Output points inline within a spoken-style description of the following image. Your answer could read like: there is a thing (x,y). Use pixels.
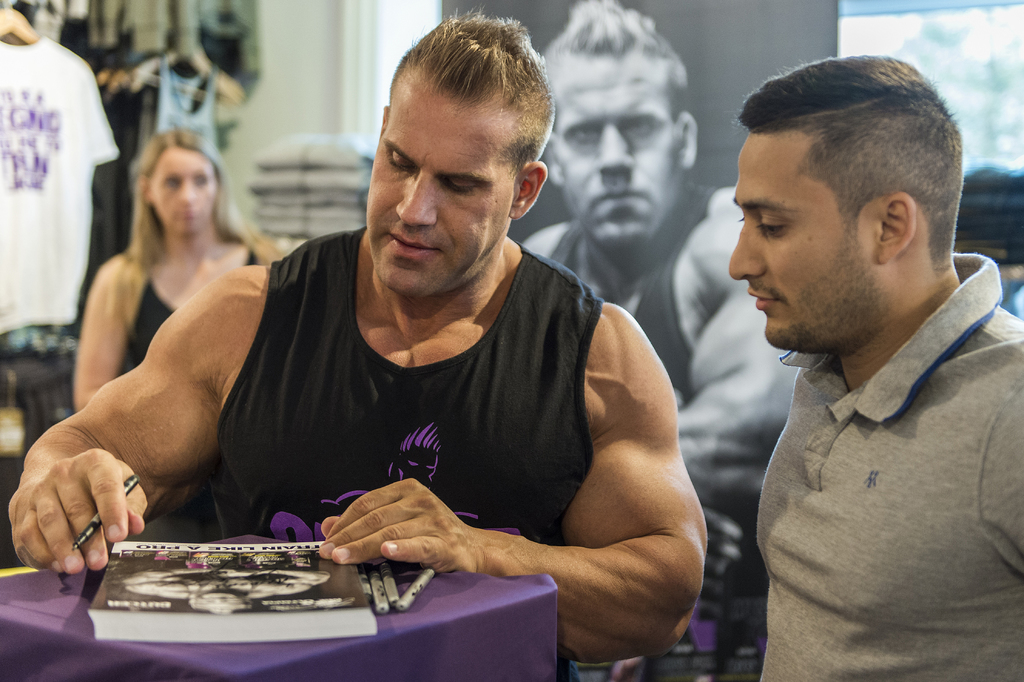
In this image we can see some people (804,511) standing. One man (491,416) is holding a pen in his hand (137,502). In the foreground (225,579) we can see a book (342,633) and some pens (415,590) placed on the surface (445,613). On the left side of the image (28,145) we can see some clothes (30,162) placed on hangers (199,59). In the background (757,15), we can see a banner (768,30) with a picture (774,41). On the right side of the image (946,77) we can see some trees (931,74) and the sky (889,48).
